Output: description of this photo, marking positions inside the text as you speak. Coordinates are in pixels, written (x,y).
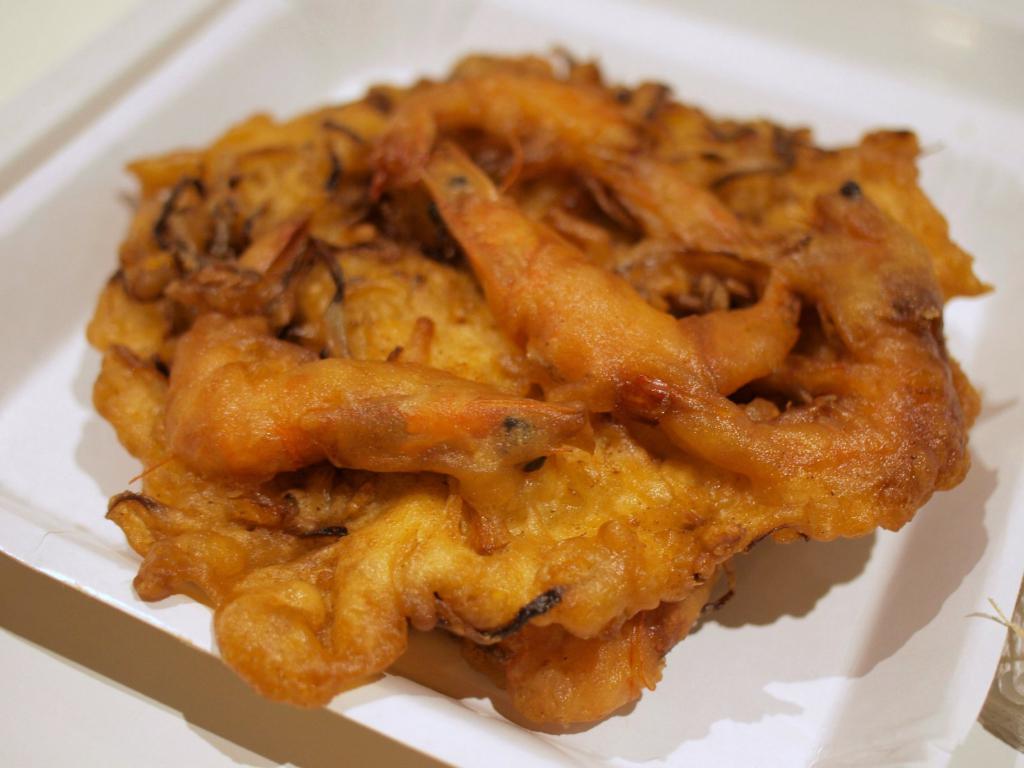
In this image we can see the food item (734,511) on the plate (738,693) which is on the white color surface (115,726).
